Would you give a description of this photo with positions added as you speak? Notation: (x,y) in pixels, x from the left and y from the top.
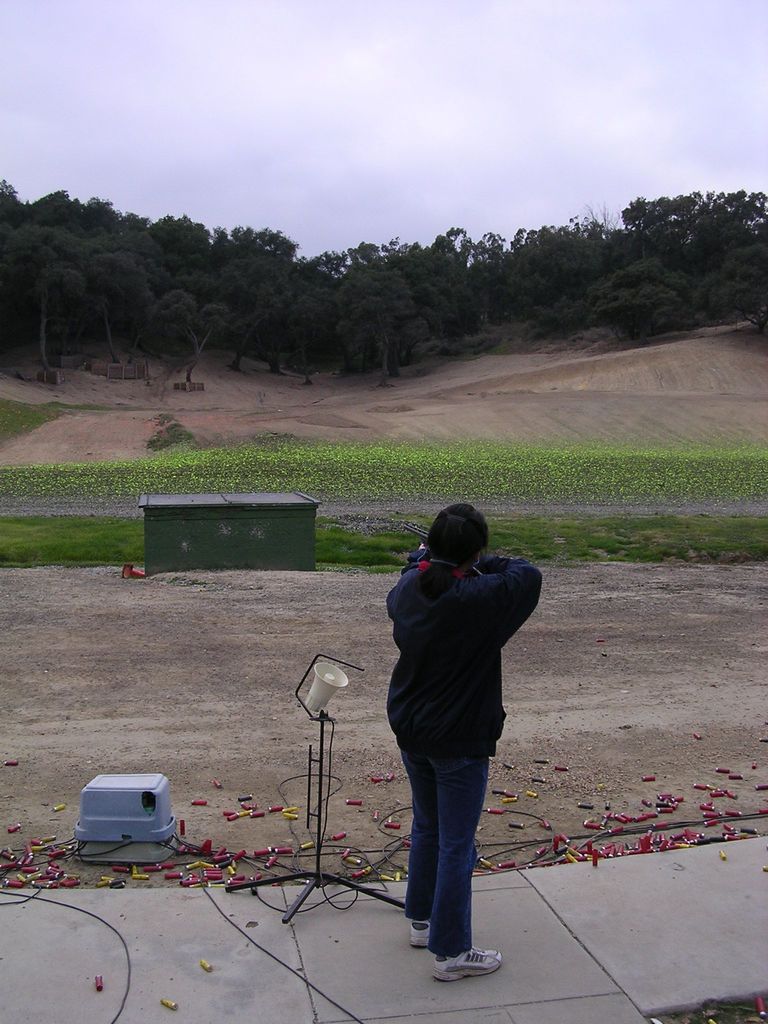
In this picture we can see a woman (481,810) standing on a path (340,1023), stand (296,875), grass (225,480), trees (89,302) and in the background (194,155) we can see the sky (472,138) with clouds (505,180).
